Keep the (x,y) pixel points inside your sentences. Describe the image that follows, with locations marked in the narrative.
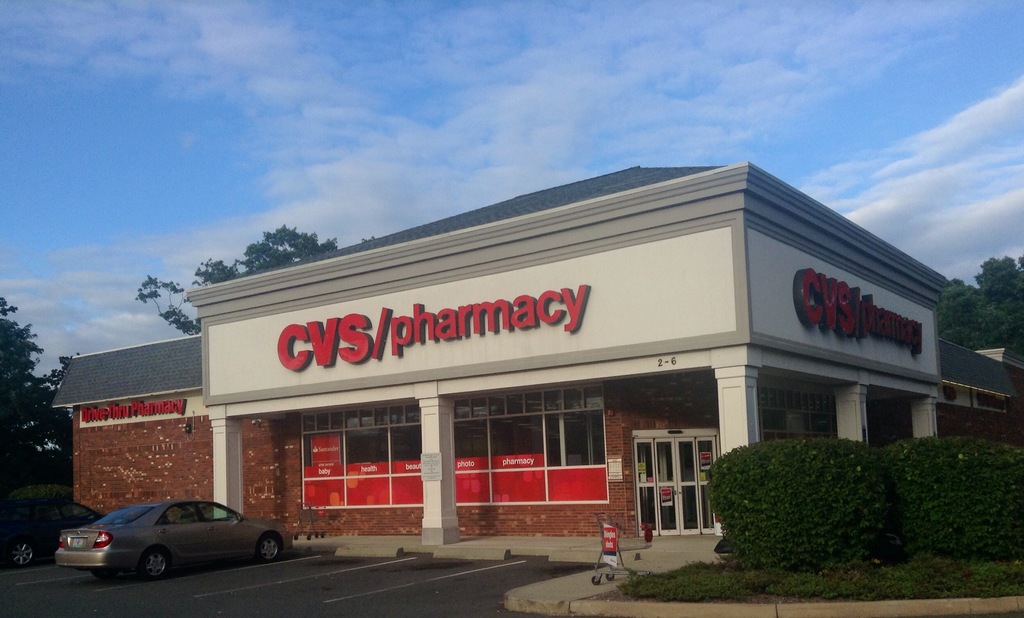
This picture is clicked outside the city. In this picture, we see two cars (114,547) parked on the road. Beside cars (113,541), we see a building (223,472) in white and brown color with a grey color roof (565,201). On top of the building (388,310), it is written as "CVS/pharmacy". In front of the building (587,328), we see a board (608,550) in red color. On the right side (850,464), we see the shrubs (809,553) and the grass (742,576). There are trees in the background (986,310). At the top of the picture (548,116), we see the sky (320,80), which is blue in color.
